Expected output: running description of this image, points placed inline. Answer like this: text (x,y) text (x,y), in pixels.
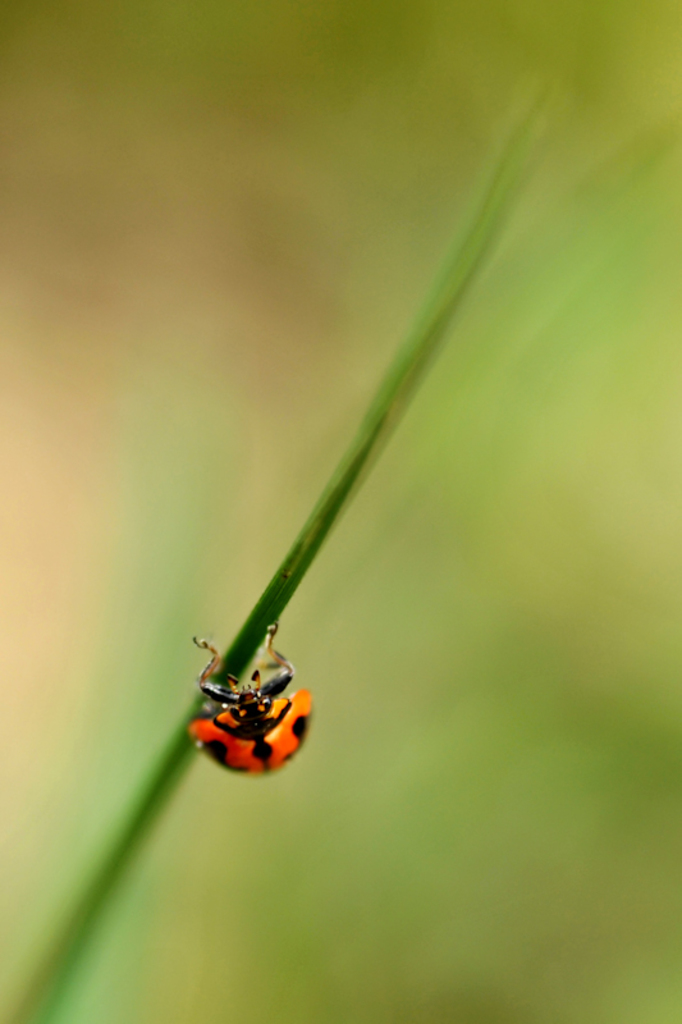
In this picture, we see an insect (264,733) in red color is on the plant (243,666). In the background (468,385), it is green in color. It is blurred in the background (267,219).
